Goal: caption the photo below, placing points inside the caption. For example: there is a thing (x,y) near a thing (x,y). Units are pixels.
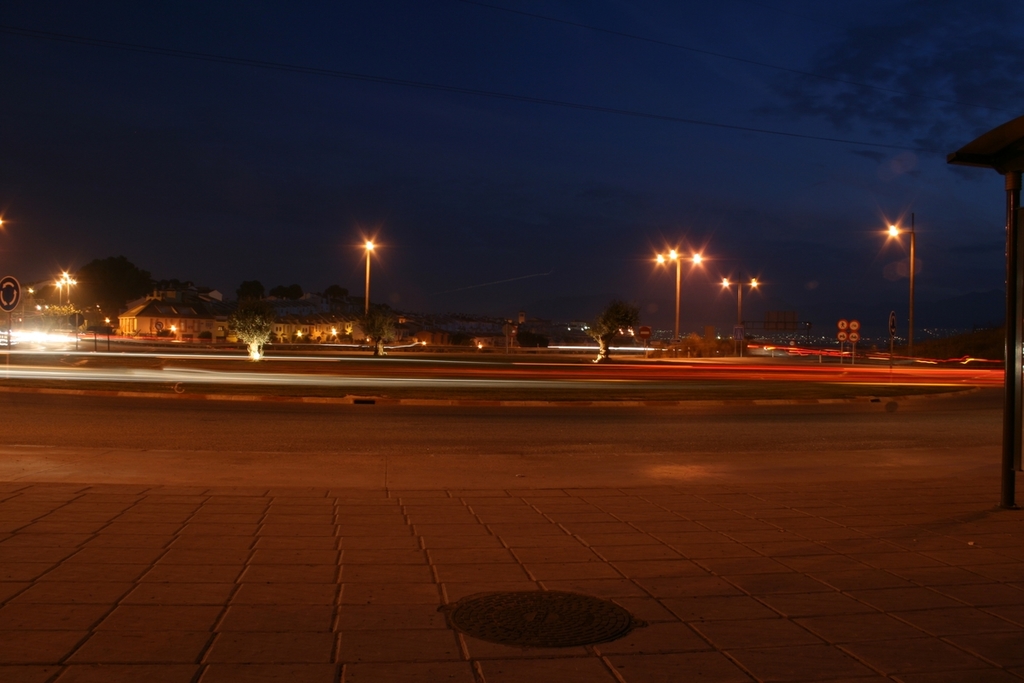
In this image I can see a road (378,409) in the front (474,456). In the background (660,292) I can see number of trees (631,319), number of poles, number of street lights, clouds (884,41) and the sky (519,236). I can also see a sign board (13,281) on the left side of this image (4,295).
